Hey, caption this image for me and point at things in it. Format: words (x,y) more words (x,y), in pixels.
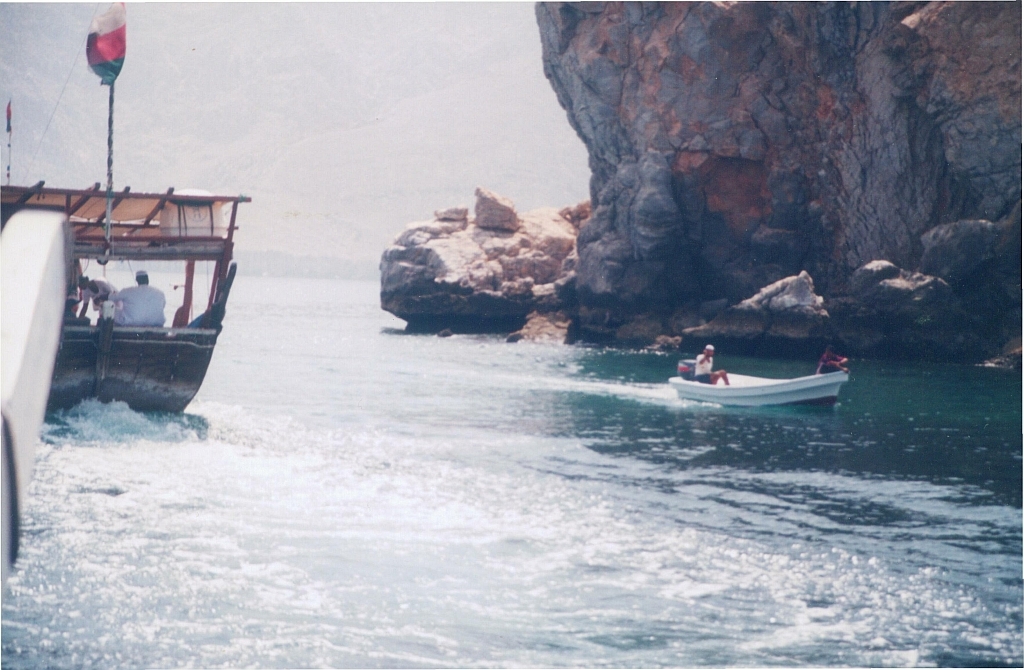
In the image in the center, we can see two boats (779,384) on the water (265,380). In the boats (778,397), we can see few people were sitting. In the background (395,81) we can see the sky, clouds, water (883,375), hill (596,90), flag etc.
